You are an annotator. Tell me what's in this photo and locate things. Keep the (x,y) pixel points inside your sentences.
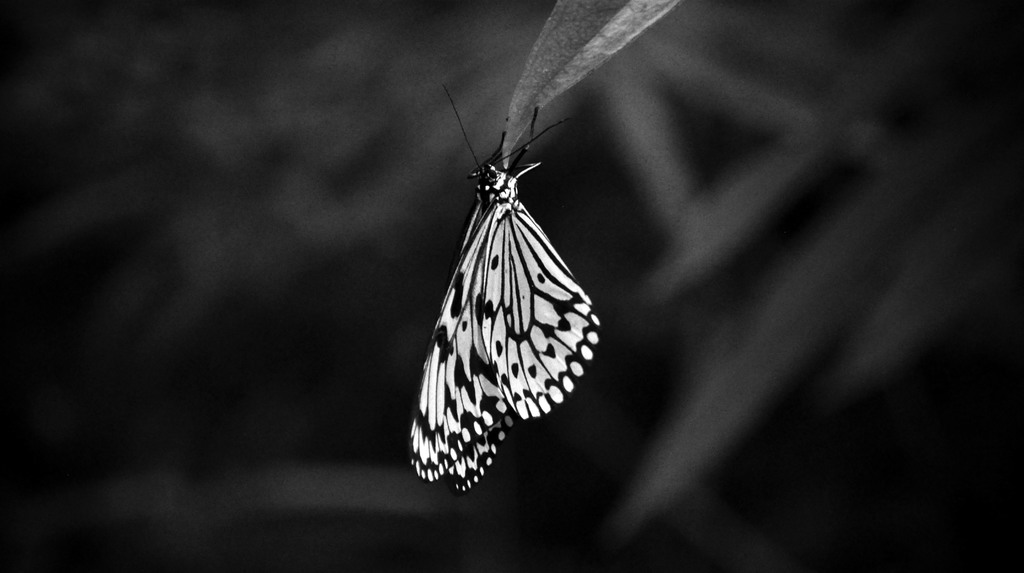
This is a black and white image. In the center of the image (505,287) we can see a butterfly (507,233) is present on a leaf (526,118). In the background (400,233), the image is blur.
